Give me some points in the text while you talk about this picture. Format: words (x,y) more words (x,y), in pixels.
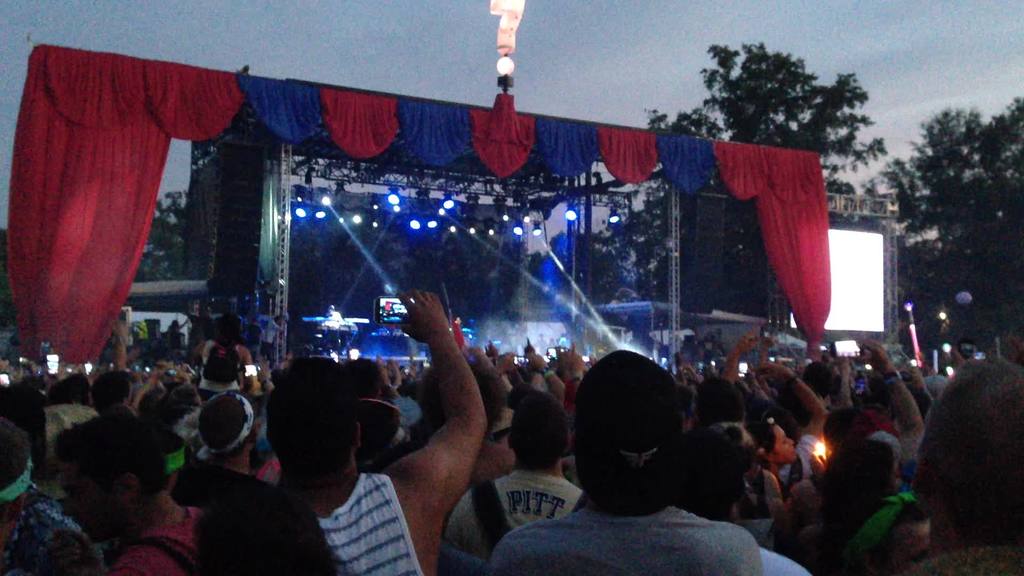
In this image I can see group of people (258,428). In the background (779,106) I can see few screens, few lights (392,290) and I can also see the curtains (305,122) in multi color, trees (762,107) in green color and the sky (621,63) is in blue color.
